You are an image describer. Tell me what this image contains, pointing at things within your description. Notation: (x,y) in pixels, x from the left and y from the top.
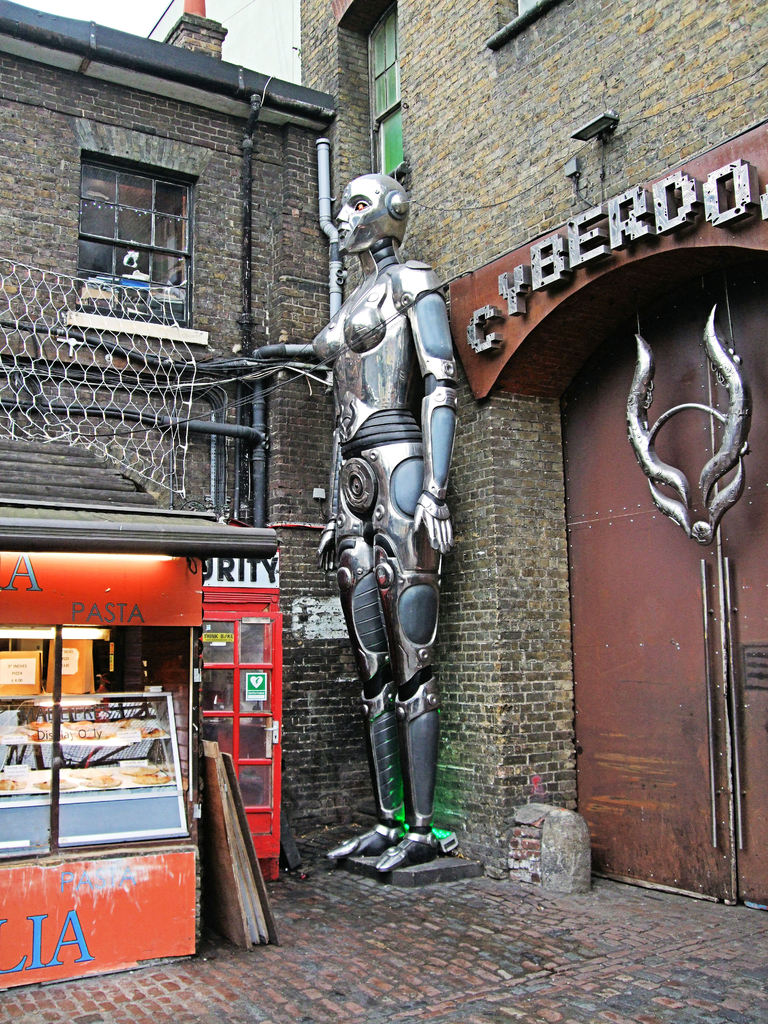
In this image we can see brick road (522,962), food store (125,827), telephone booth (252,795), robot statue (374,735), gate (603,733), name board (482,340), brick buildings (464,167), pipes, wires (310,371) and sky (156,11) in the background (183,36).
